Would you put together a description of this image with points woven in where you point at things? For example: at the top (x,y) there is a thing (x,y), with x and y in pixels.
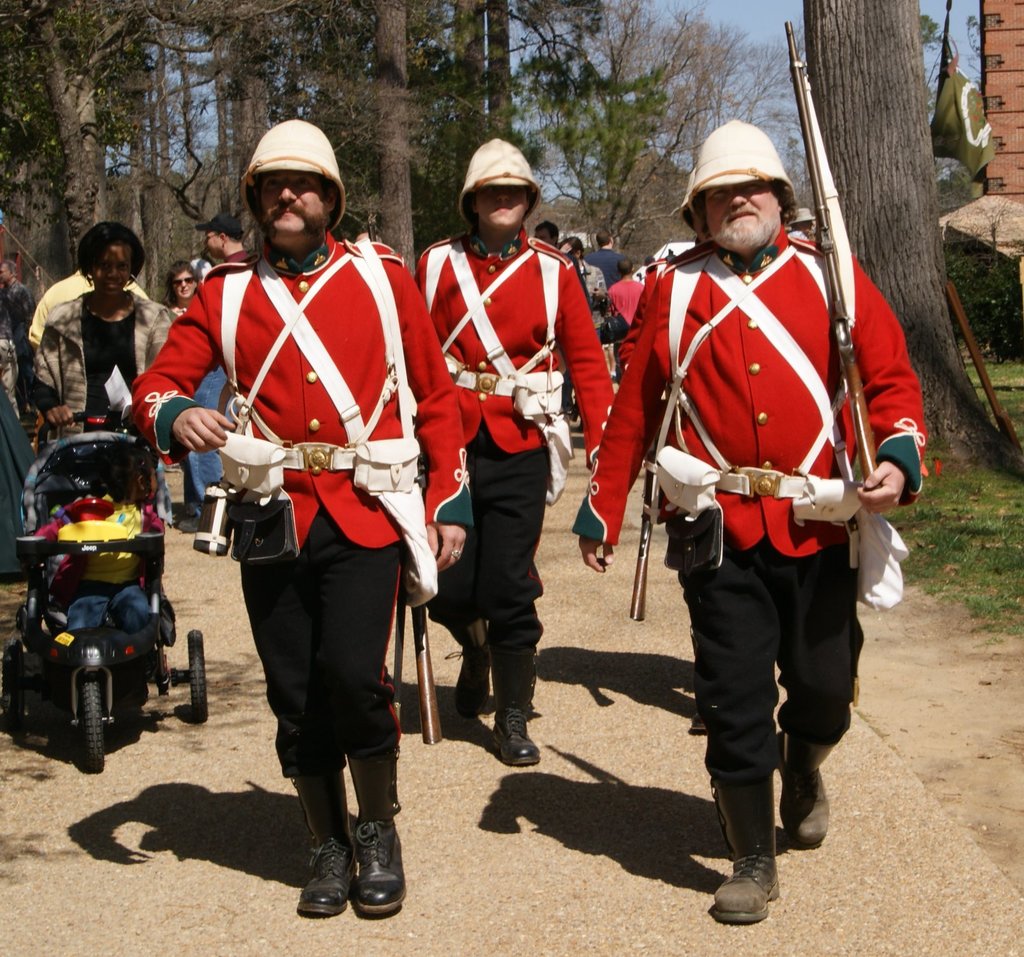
In this picture there are people (733,501), among the few persons (404,477) walking on path (432,861) and there is a baby (138,490) in a stroller (102,490). We can see grass (969,514), trees (673,205) and flag (937,140). In the background of the image (738,23) we can see the sky (755,12).
